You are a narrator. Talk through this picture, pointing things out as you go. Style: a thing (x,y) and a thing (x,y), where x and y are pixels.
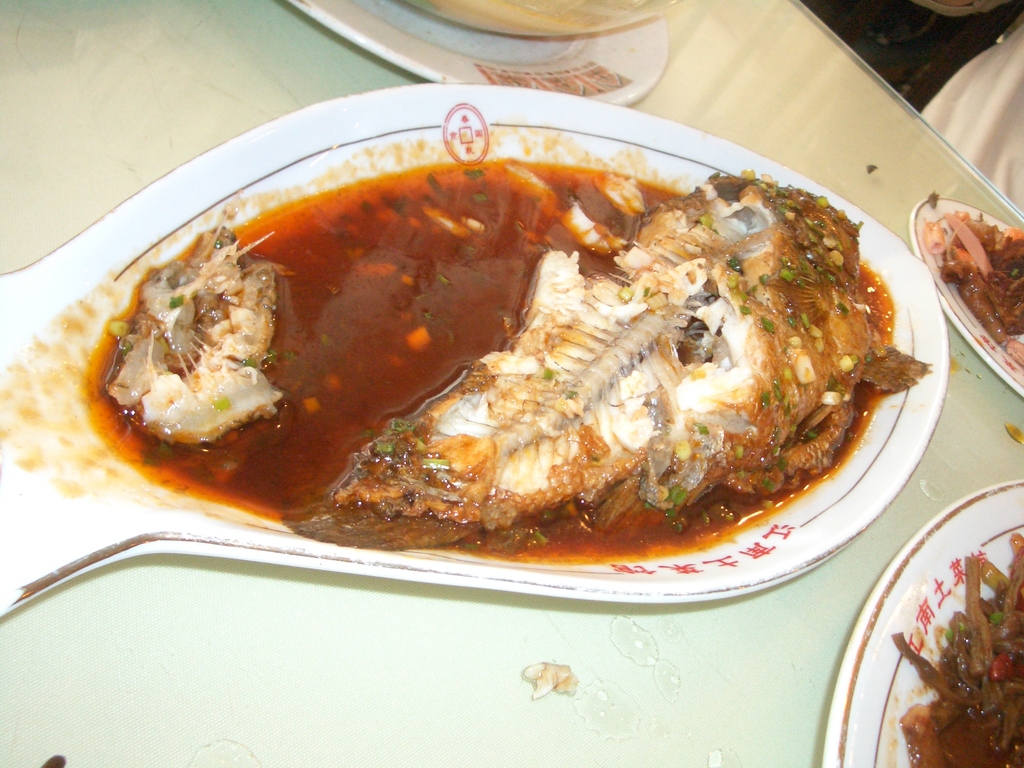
In this picture I can see food items (714,488) on the plates (968,522), on the table (100,54).
